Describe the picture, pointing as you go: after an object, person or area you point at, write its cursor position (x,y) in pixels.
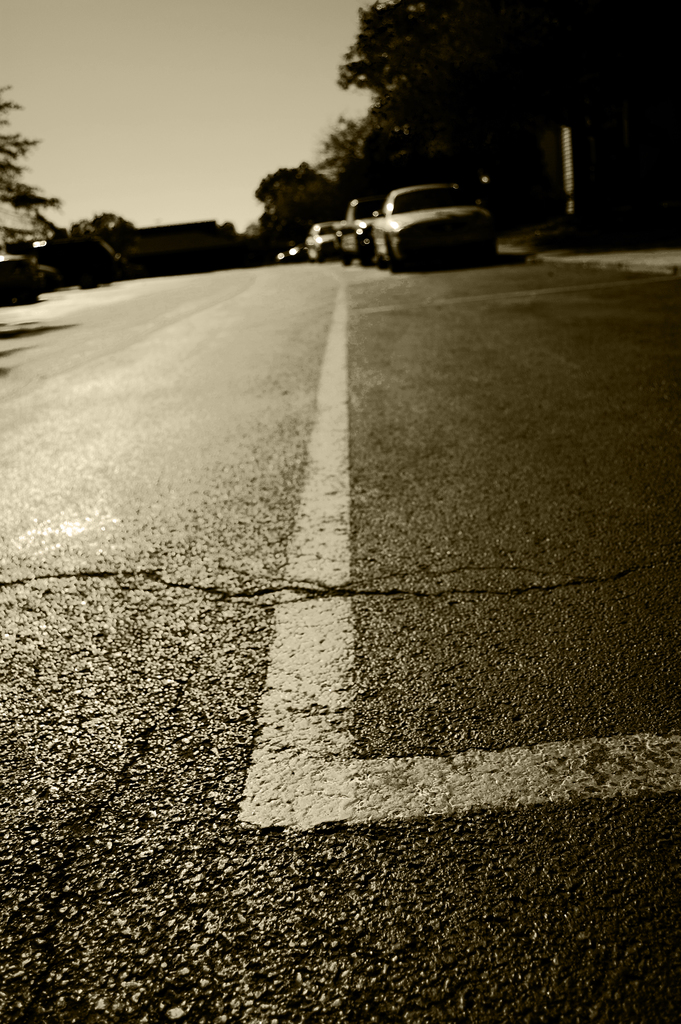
In this picture we can see the road (267,496), vehicles (321,243), trees (300,190) and some objects (170,229) and in the background (145,122) we can see the sky (215,83).
